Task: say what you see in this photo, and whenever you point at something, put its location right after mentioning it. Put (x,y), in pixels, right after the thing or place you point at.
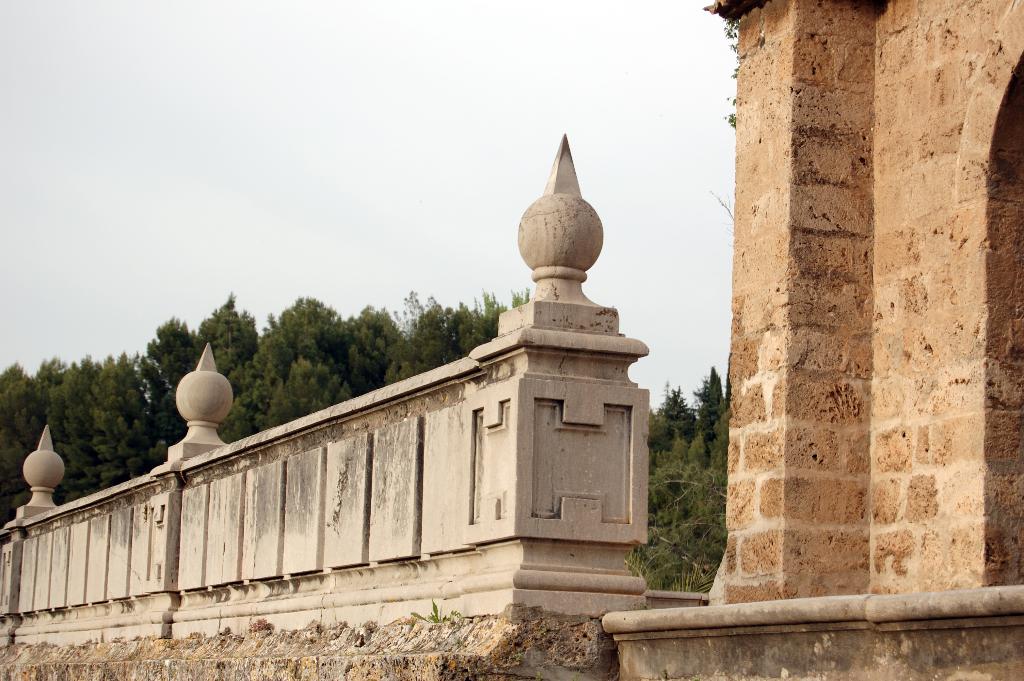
This picture shows building (735,245) and a fence wall (508,539) and we see trees (430,335) and a cloudy sky (293,70).
